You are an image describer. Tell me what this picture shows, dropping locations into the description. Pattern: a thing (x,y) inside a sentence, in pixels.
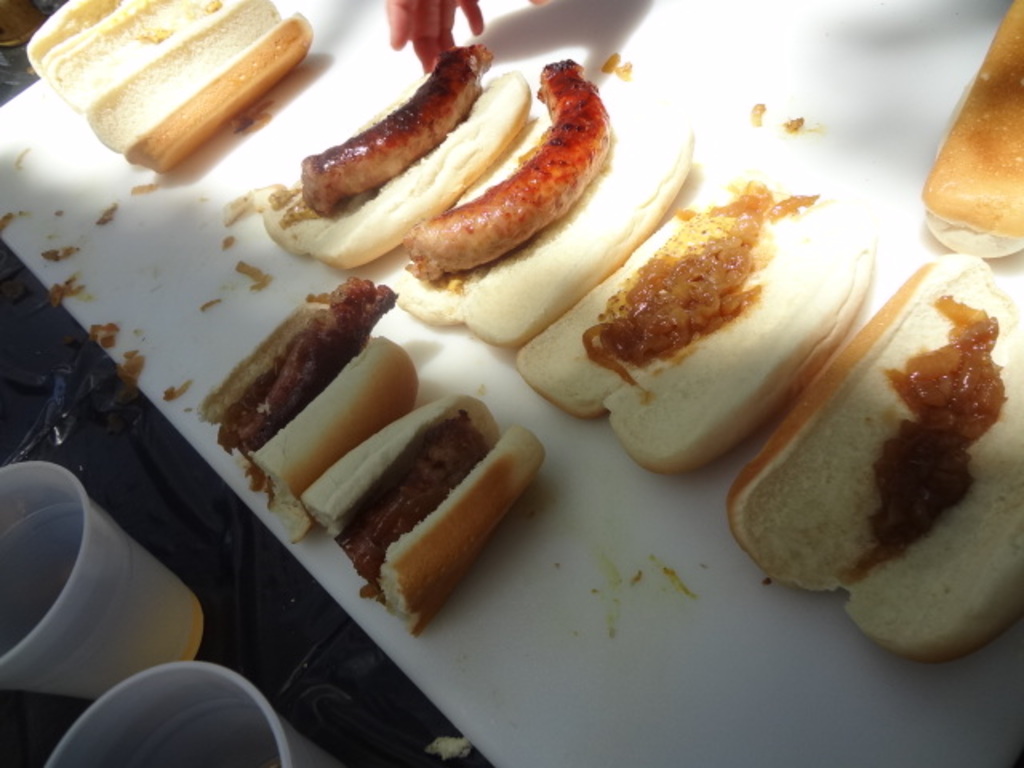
There are hot dogs (372,282) arranged on the white color sheet (187,215) near two glasses (142,592) on the table (168,462) and near hand (415,27) of person (407,27).
